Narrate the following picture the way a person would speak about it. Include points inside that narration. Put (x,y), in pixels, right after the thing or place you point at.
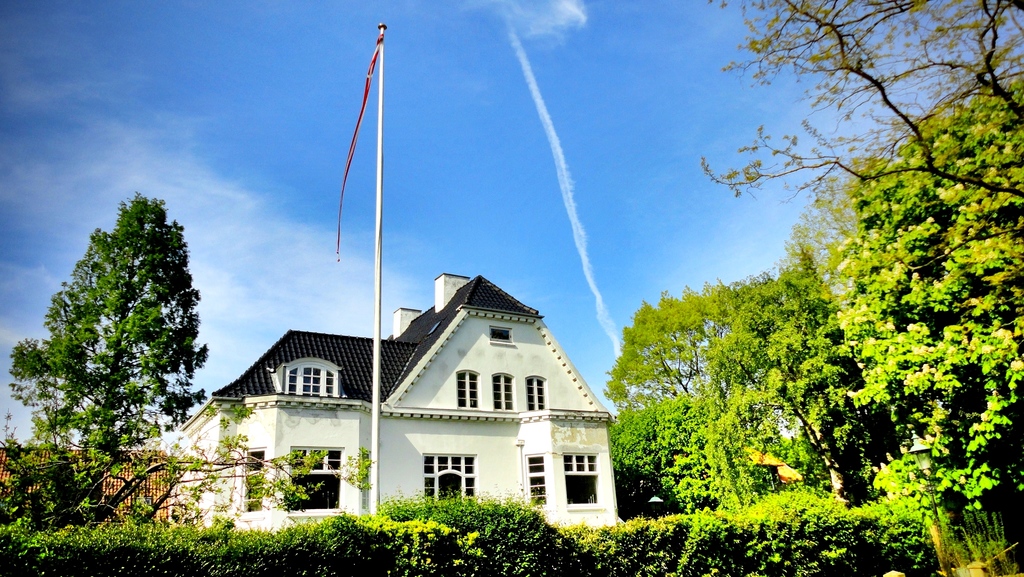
This picture shows a building (348,381) and we see trees (633,397) and a flagpole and we see a blue cloudy sky (556,140).
